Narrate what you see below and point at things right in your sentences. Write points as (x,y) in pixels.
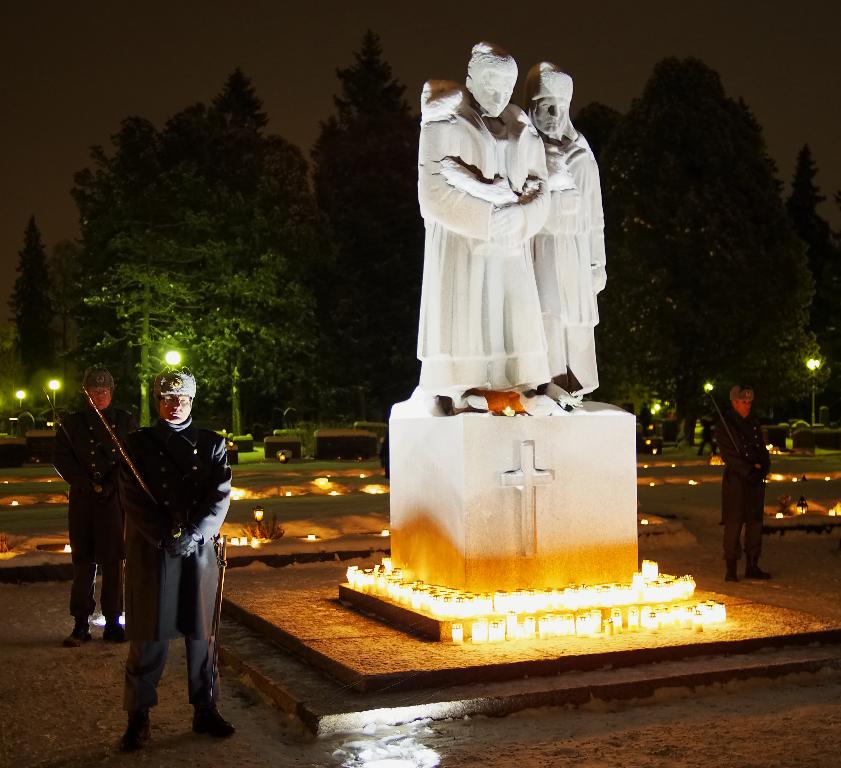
In this image I can see few people (203,521) with dresses (112,507) and caps (101,379). To the side of these people (188,546) I can see the statues of people (459,284) and the lights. In the background (115,387) I can see few more lights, many trees (150,352) and the sky (511,48).
